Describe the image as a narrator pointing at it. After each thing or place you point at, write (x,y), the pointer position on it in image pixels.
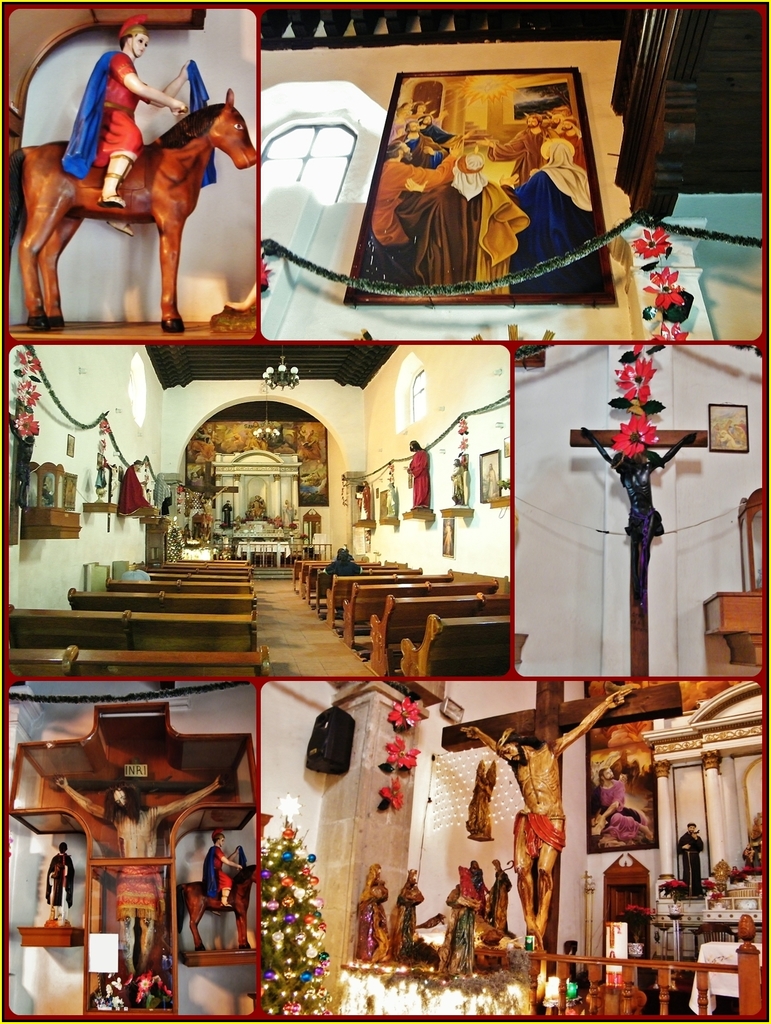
This is the collage image of the few pictures where we can see the interior view of the church (109,386), statues (401,924), few frames (527,237) attached to the wall (580,509), a Christmas tree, decorative flowers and some other objects (332,714).
